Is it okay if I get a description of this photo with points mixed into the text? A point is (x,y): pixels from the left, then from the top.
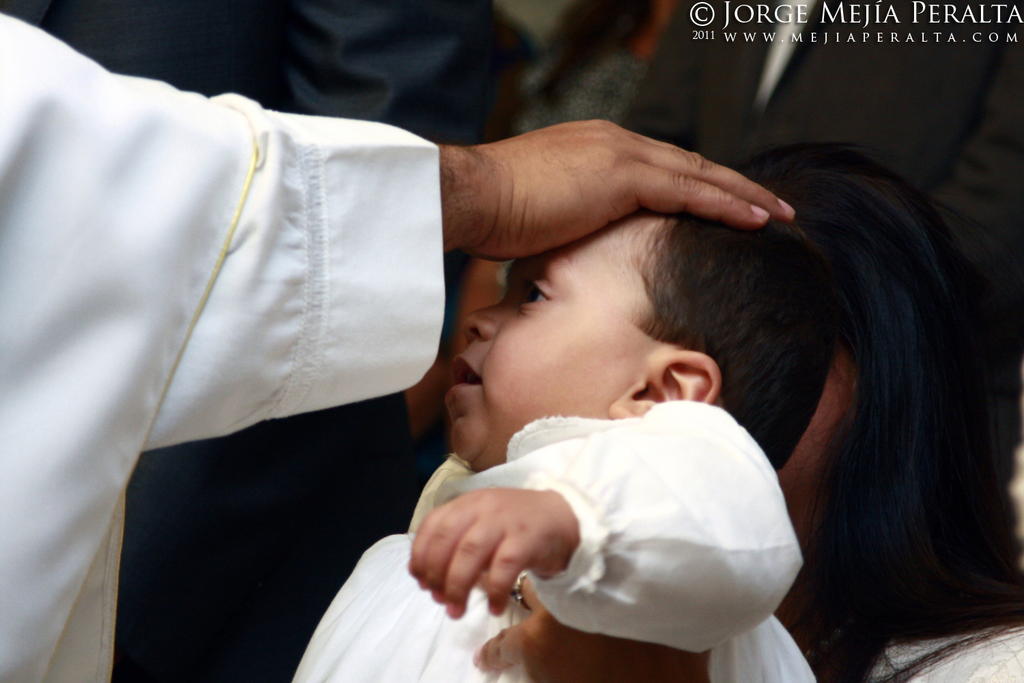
In this image, we can see a person (664,144) giving blessings to kid (636,345). We can see some people (841,490) and there is a watermark (807,38) on the top right corner (854,36).
